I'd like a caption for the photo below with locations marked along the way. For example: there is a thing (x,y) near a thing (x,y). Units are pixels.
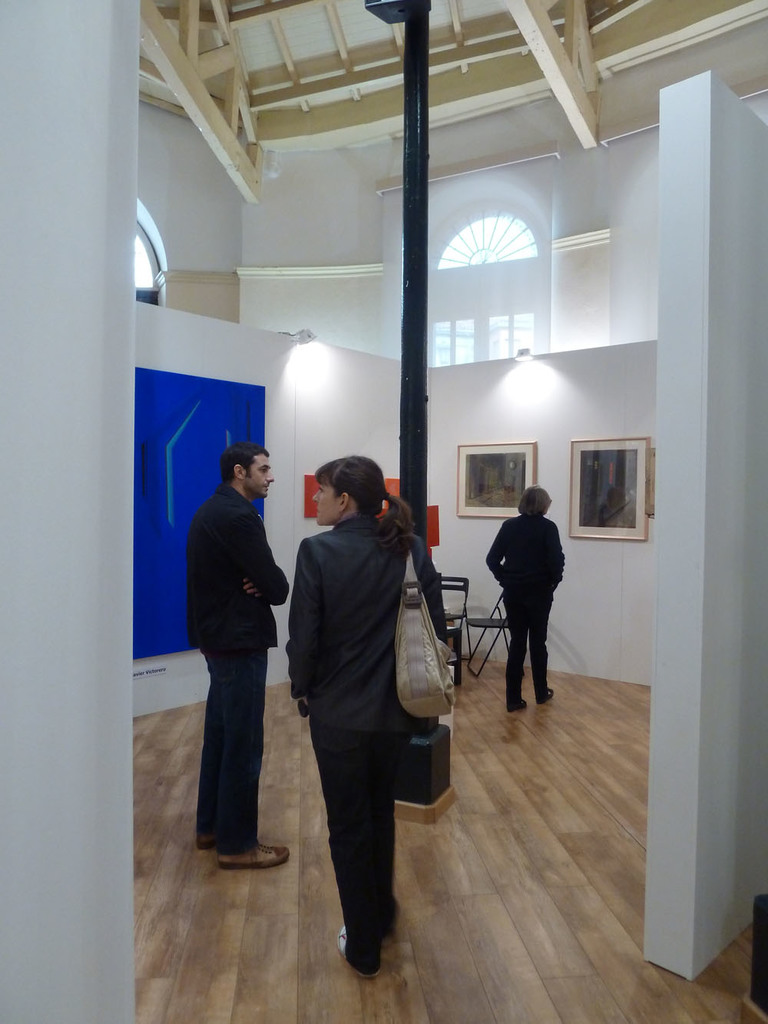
There are three persons (250,565) in black color dress (318,628), on the wooden floor (559,693) of a room (640,304), in which, there are photo frames (637,441) on the white color wall (370,416), there is blue color sheet (179,409) on the white wall (172,349), near chairs (464,604) and a pole (404,411). In the background (155,239), there are windows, near white wall (219,215) and there is roof (384,119).
